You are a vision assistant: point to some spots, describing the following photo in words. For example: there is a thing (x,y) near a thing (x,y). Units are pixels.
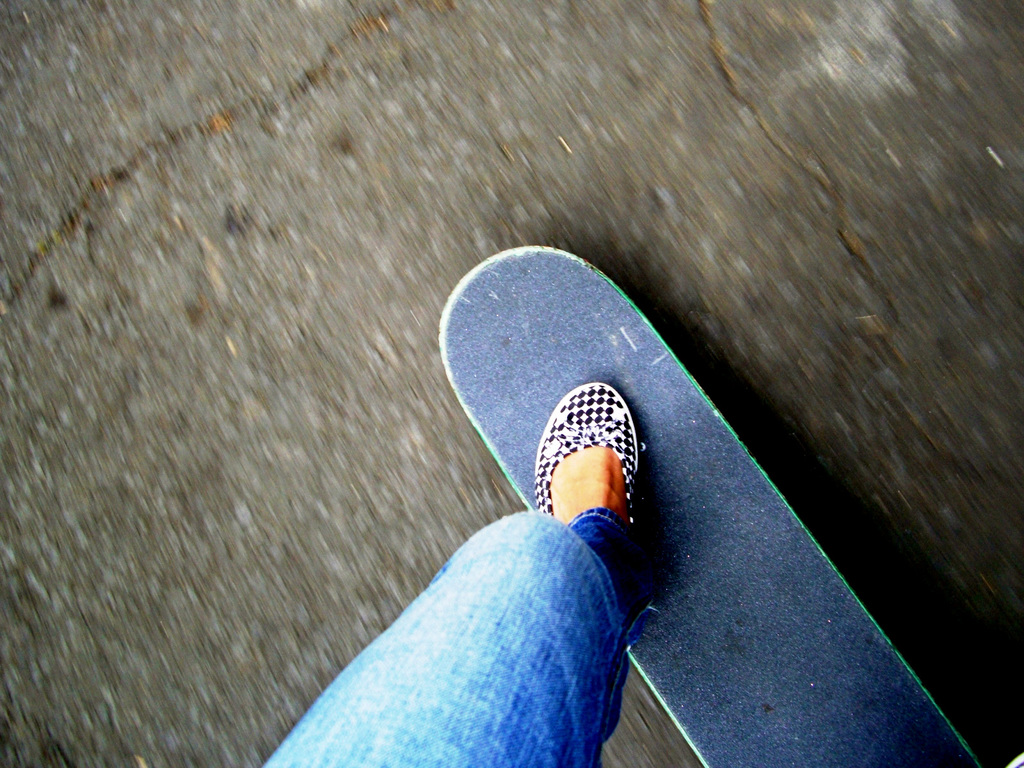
In this picture there is a person (374,693) standing on the skateboard (799,554). At the bottom (185,534) it looks like a road (418,191).
